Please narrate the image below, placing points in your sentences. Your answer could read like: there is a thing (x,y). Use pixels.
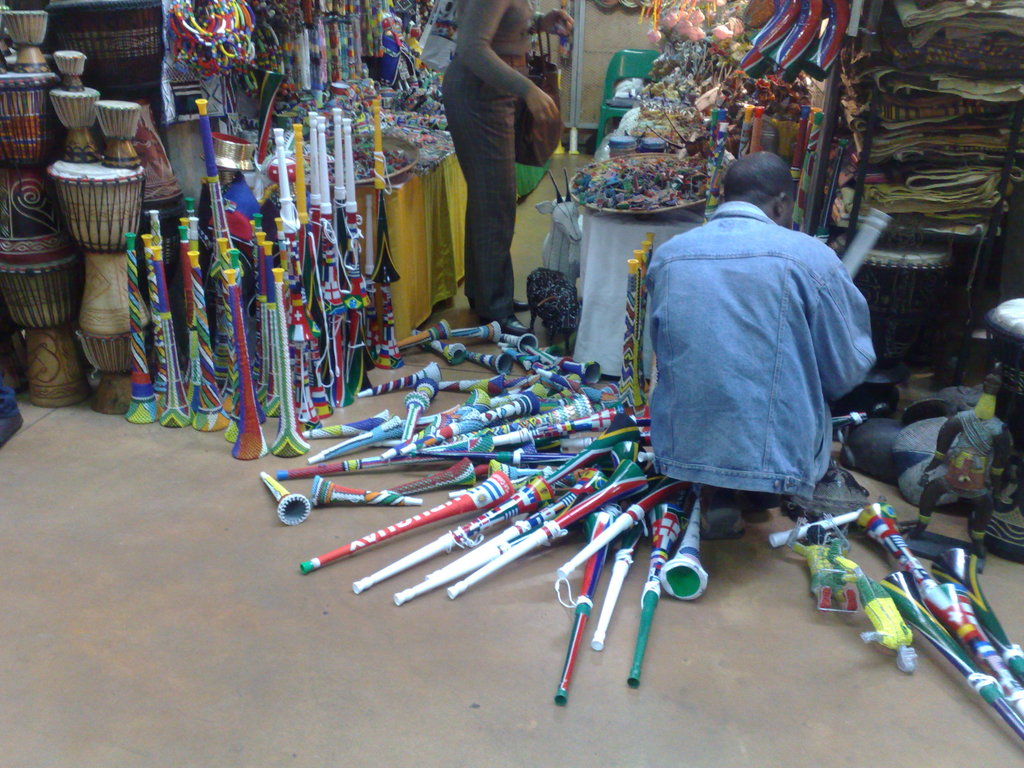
In this image, we can see people (517,84) and one of them is holding a bag (520,128) and we can see some decor (90,190) and there are toys (986,460), racks (892,27) and some other objects (333,50). At the bottom (222,622), there is a floor (258,621).
